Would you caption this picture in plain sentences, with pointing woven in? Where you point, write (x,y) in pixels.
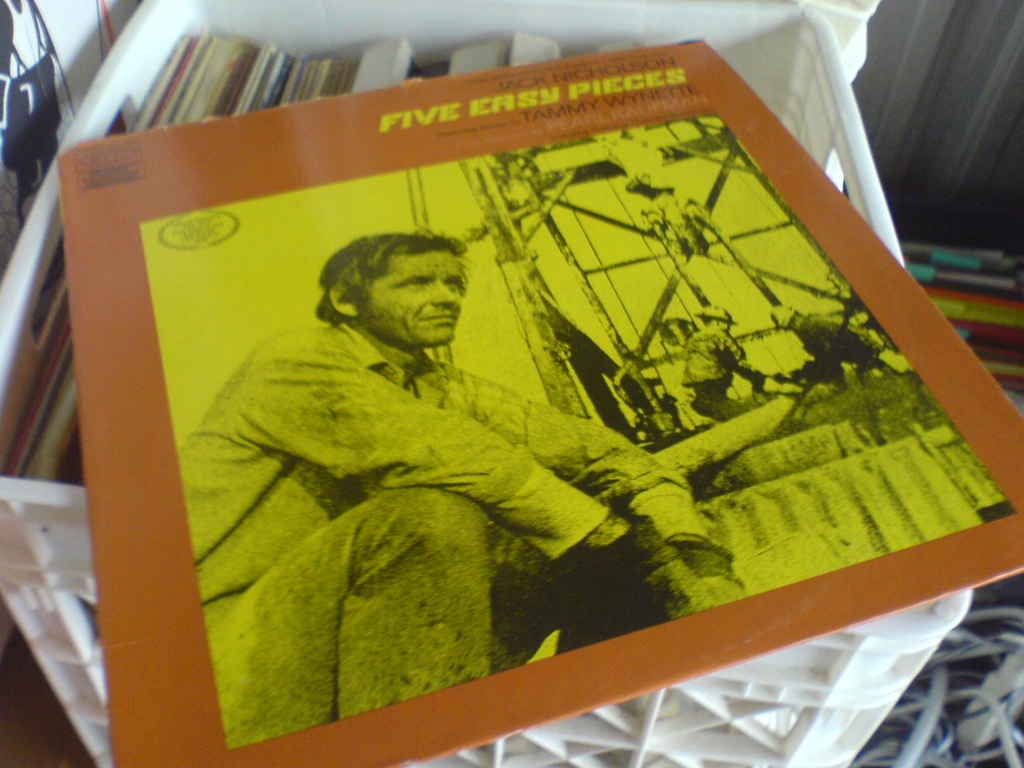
In the center of the picture (635,259) there is a poster (426,369). At the bottom (42,555) there is a basket (765,696), in a basket (848,183) there are books (370,65) and other objects (388,55). On the right (975,659) there are cables (1000,712) and books (961,278). On the left (40,55) there is a poster (21,106).
